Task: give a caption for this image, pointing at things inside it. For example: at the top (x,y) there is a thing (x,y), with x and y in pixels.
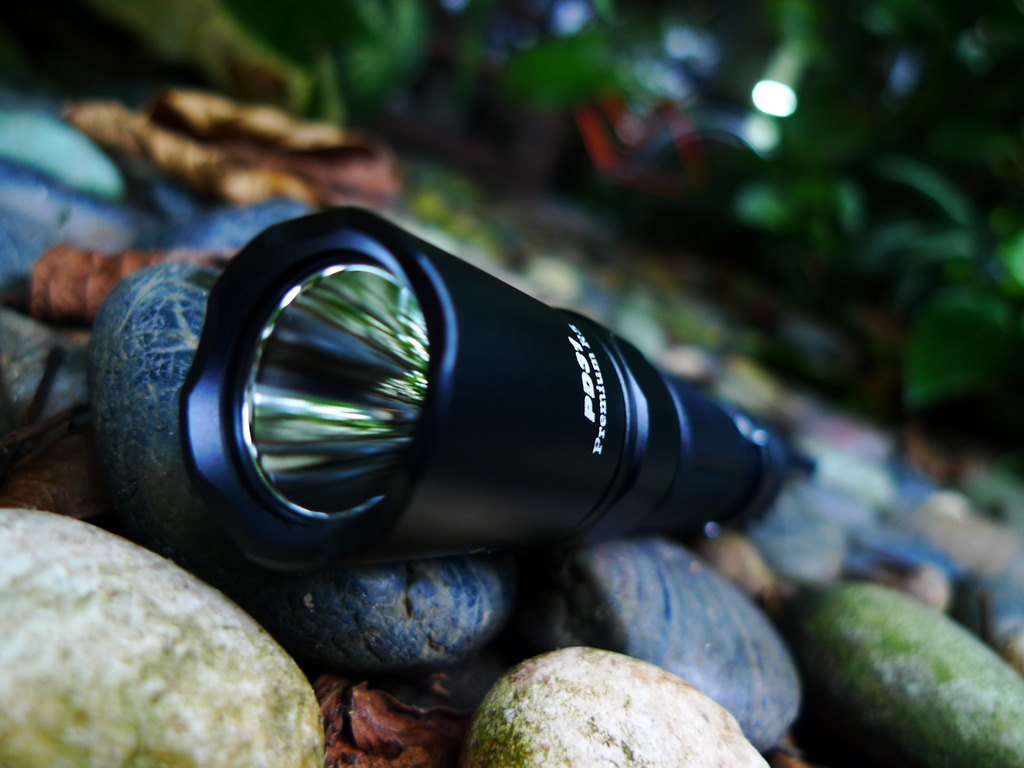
This image consists of a torch (501,482) kept on the rocks (261,615). At the bottom (70,682), there are rocks (318,736). In the background (716,162), there are plants (302,39). The torch (245,534) is in black color.
